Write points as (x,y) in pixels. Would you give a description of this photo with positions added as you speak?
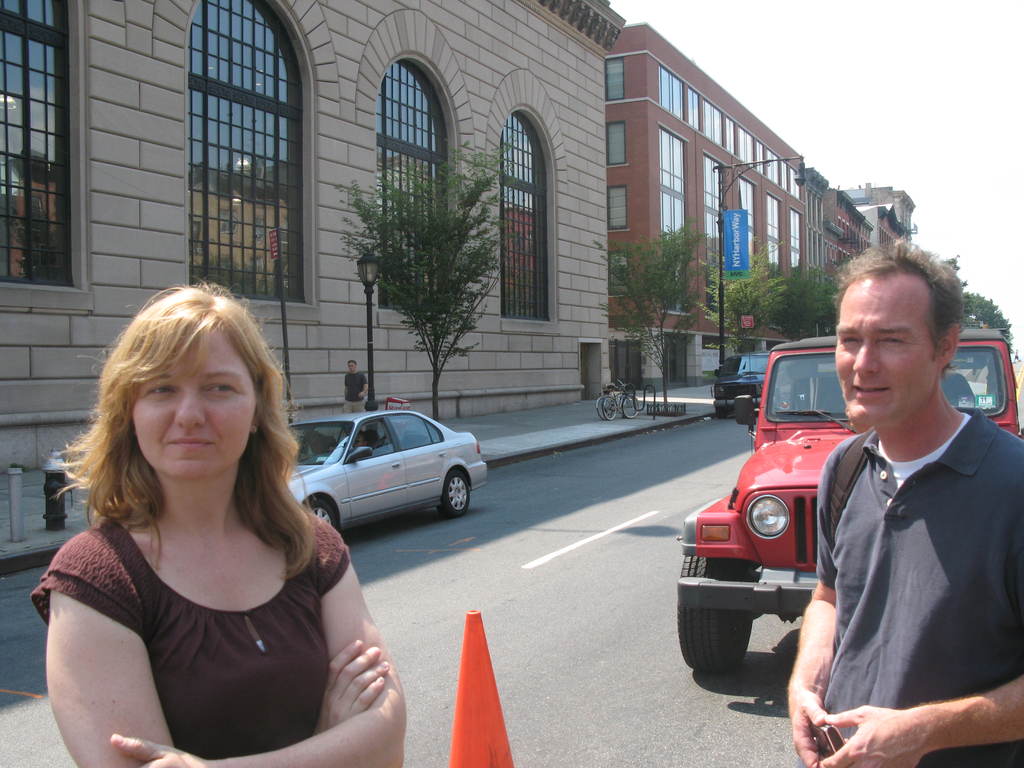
In this image we can see a man (844,448) and a woman (90,555). Behind them, we can see vehicles (797,483) on the road (557,577). In the background (697,229), we can see trees (740,287), poles (720,315), bicycles (612,395), pavement (502,425), a person (353,386) and buildings (778,223). At the top of the image (837,63), we can see the sky (859,66). There is a traffic cone (488,683) at the bottom of the image (471,659). On the left side of the image (57,479), we can see a fire hydrant (53,497) and an object (22,511).
